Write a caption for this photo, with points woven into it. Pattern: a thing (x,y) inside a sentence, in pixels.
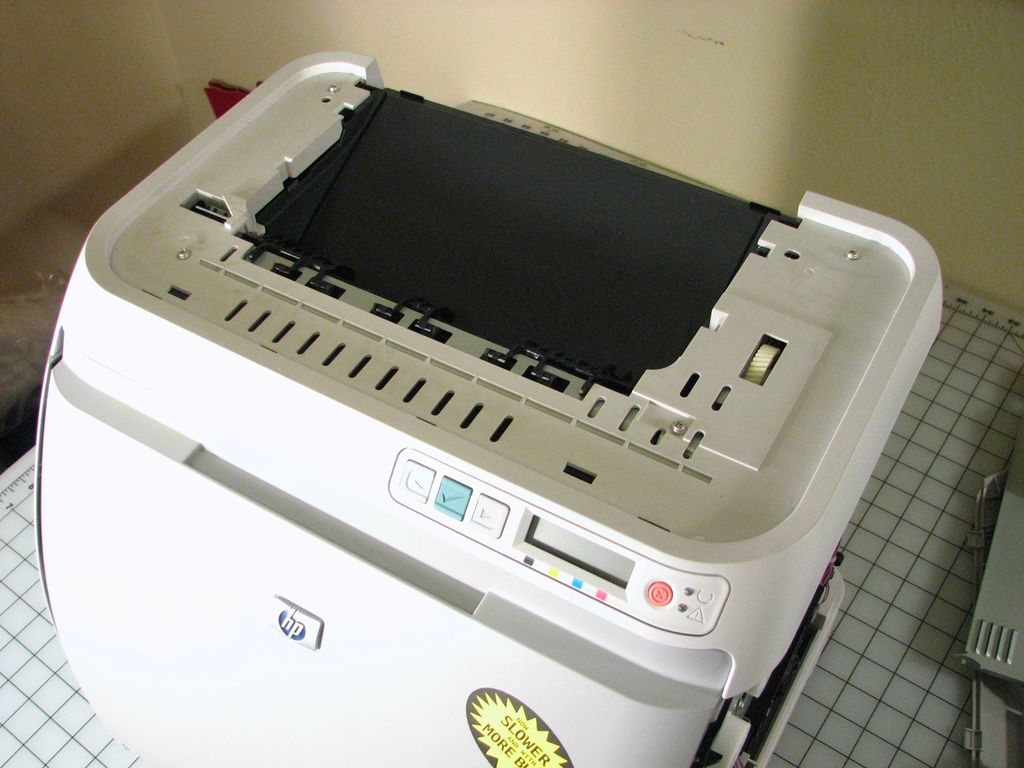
In this picture I can see a printer (721,612) and an object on the cutting mat (937,395), and in the background (444,55) there are walls (392,48).
